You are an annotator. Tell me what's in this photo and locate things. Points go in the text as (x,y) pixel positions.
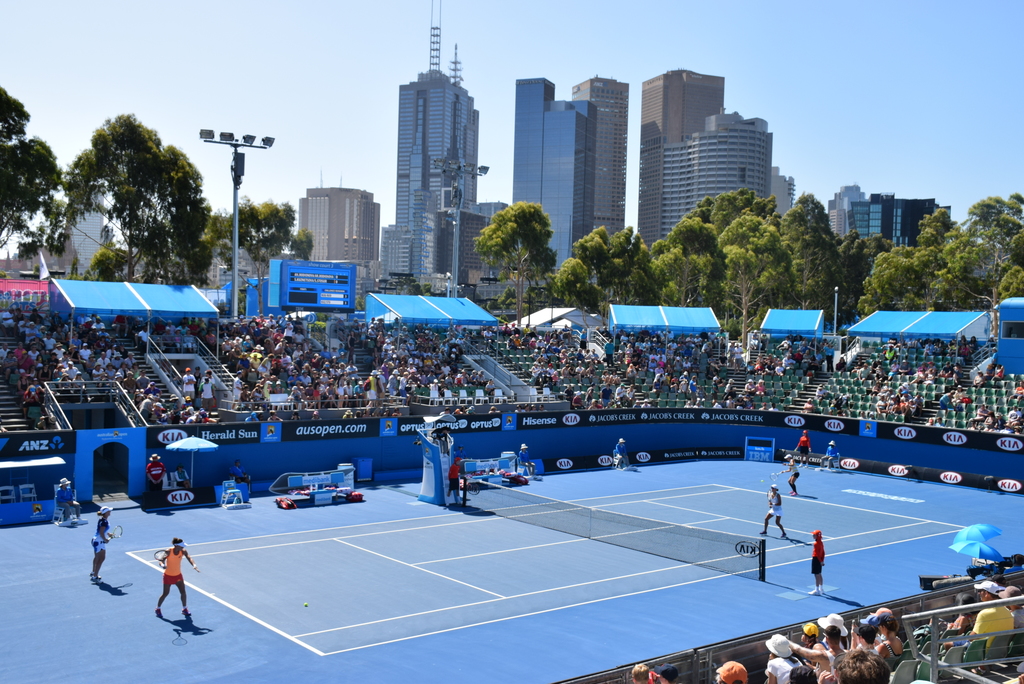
In this image I can see number of persons (188,375) in the stadium (263,352), the ground (420,551), few tents (689,307), the score board (292,302), few persons (825,465) on the ground (400,546) and in the background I can see few buildings (318,250), few trees (785,262) and the sky (344,76).
